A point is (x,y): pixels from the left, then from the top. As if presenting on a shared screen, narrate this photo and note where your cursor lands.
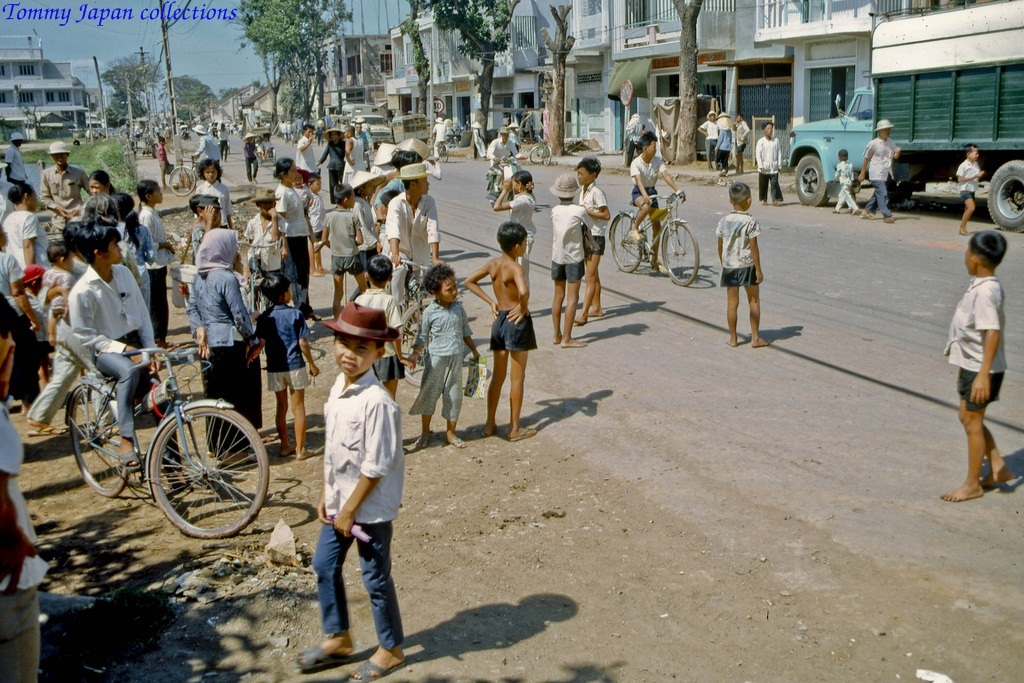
This image consist number of persons (421,248) standing on the road (728,339), on the middle (642,233) a person (638,215) riding on the bi cycle (662,232) and there are some trees (493,20) and building (30,65) visible on the left side (33,63) and there is a another building (703,59) visible.
